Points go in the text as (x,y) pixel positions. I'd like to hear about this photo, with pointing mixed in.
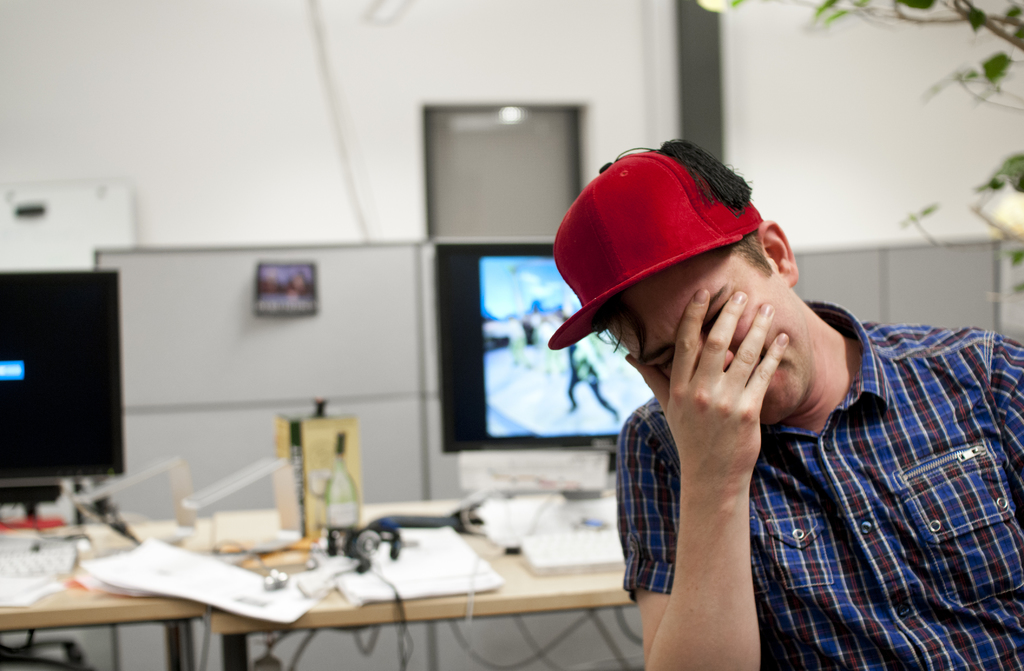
In the picture we can see a man (772,375) and he kept red color cap (734,216) and back of him there is a table (64,596) on the table (324,575) we have papers (332,586) books (448,536) and some items (429,519) in background (527,353) we can see display (552,381).
